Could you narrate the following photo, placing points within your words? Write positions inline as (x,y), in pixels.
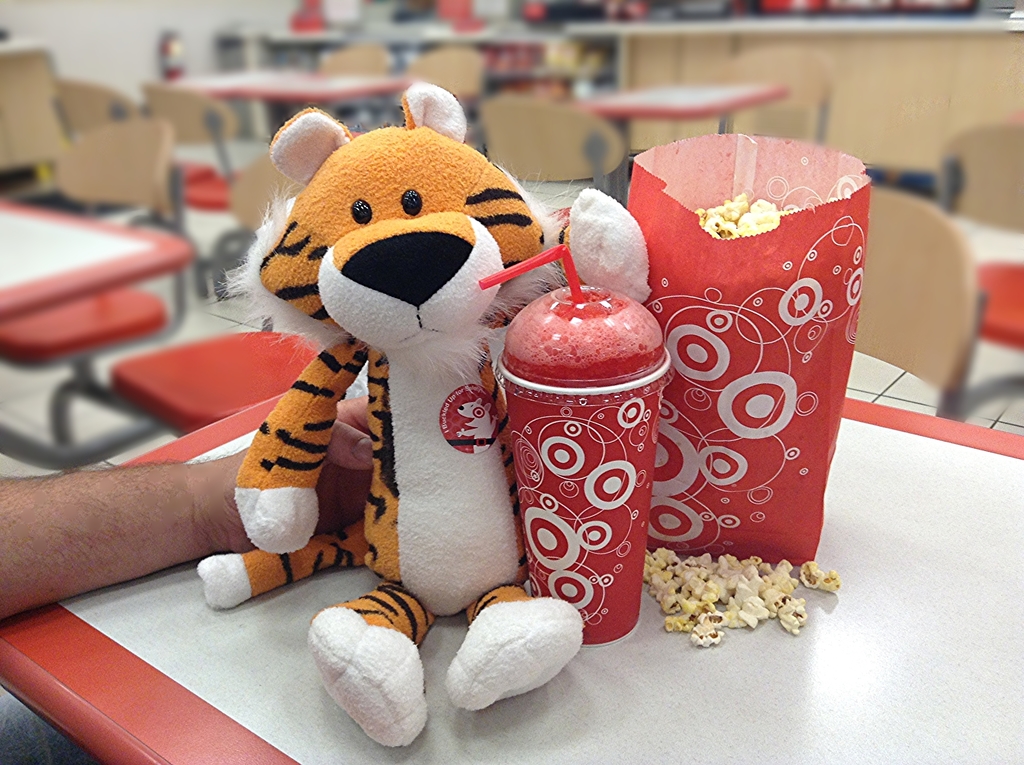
In this image we can see a person's hand (86,541) holding a toy (409,621), we can see cup (549,575) with straw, popcorn cover (739,401) are kept on the table (166,671). The background of the image (123,334) is blurred, where we can see tables (6,256) and chairs (156,190).
